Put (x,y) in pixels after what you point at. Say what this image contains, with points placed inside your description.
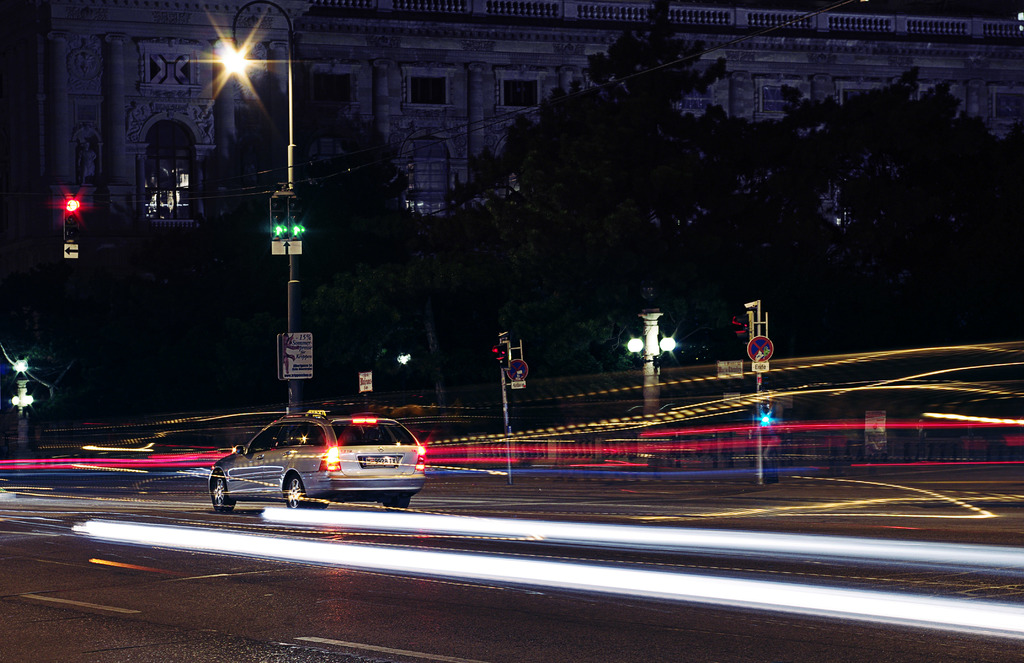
In this image a car (326,438) is moving on road (286,534), in the background (327,410) there are poles (292,407) trees (492,185) and buildings (861,36).
